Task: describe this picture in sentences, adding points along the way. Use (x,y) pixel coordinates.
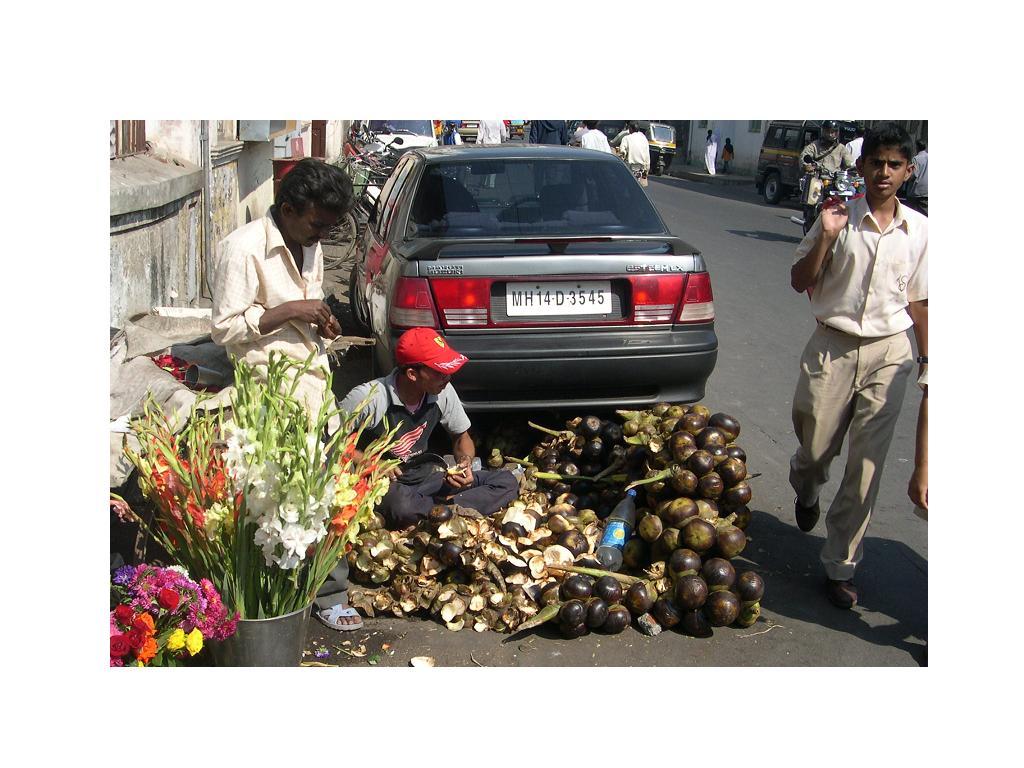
In the center of the image (665,382) there is a car (463,370). There is a person (409,357) selling coconuts (504,573). There are people (809,526) walking. To the left side of the image (300,531) there are flowers (233,609). In the background of the image (395,128) there are vehicles (657,149).
